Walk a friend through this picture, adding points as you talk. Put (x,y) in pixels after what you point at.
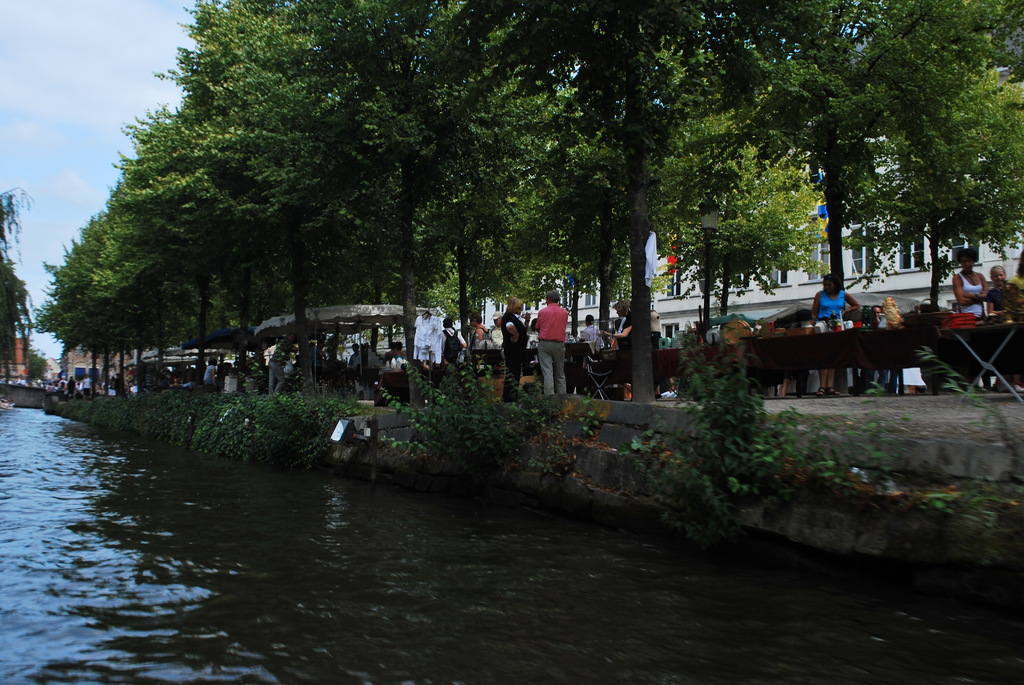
In this picture there is water (376,496) at the bottom side of the image (412,505) and there are people (886,389) and stalls (843,359) in the center of the image (391,358), there are trees (478,270) and buildings (880,269) in the background area of the image (491,248).
